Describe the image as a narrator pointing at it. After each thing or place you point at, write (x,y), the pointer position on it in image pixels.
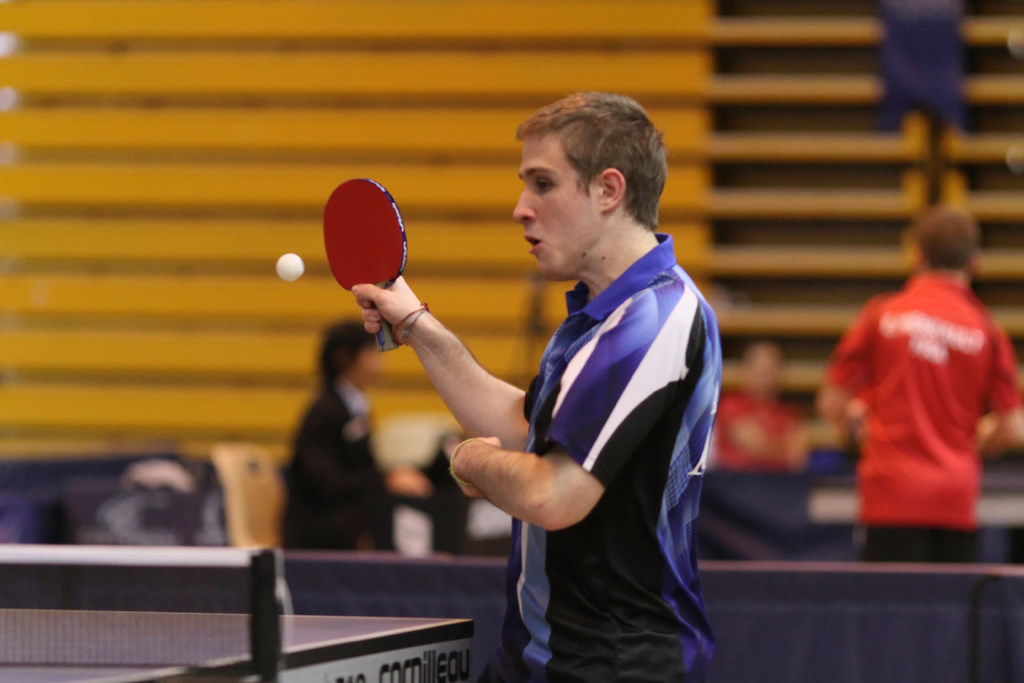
In this image there is a person (646,381) wearing blue color T-shirt (580,370) holding table tennis racket (367,214) in front of him there is a table tennis court (250,614) and a ball (292,271).
